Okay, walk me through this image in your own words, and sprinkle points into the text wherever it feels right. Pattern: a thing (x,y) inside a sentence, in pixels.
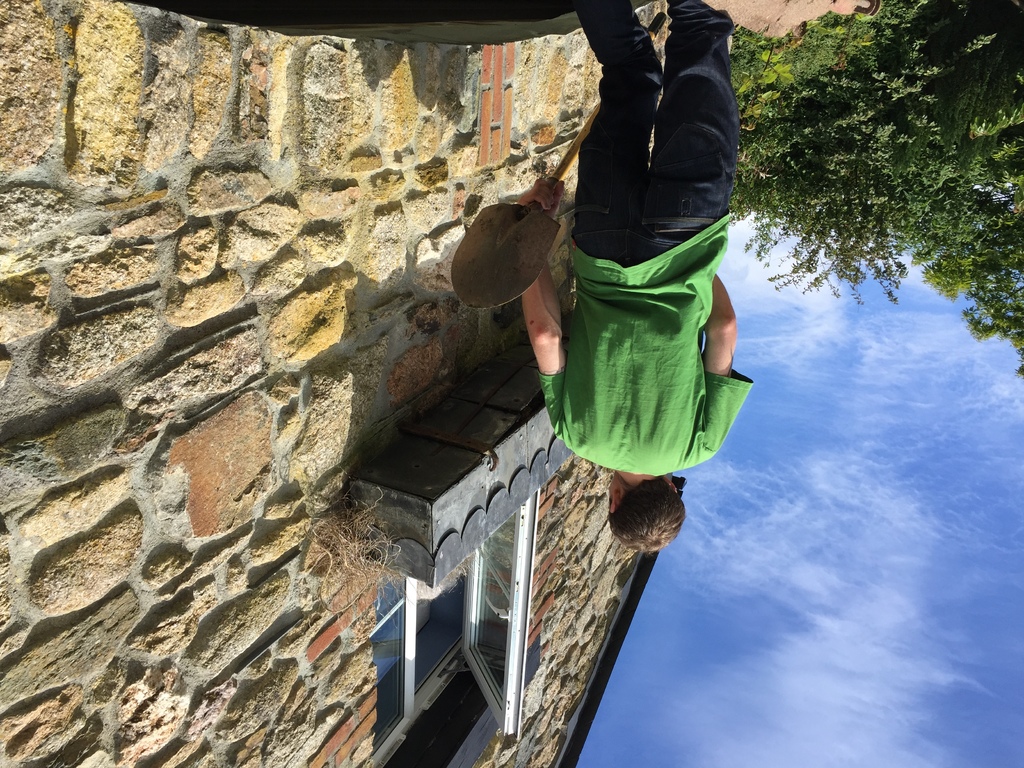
In this image, we can see a person (625,262) is holding a shovel (524,218) Background (544,152) we can see a house (317,418) with wall (315,431) and glass window (437,632). Right side of the image (938,591), we can see few trees (1016,50), plants (780,141) and sky (817,547).
